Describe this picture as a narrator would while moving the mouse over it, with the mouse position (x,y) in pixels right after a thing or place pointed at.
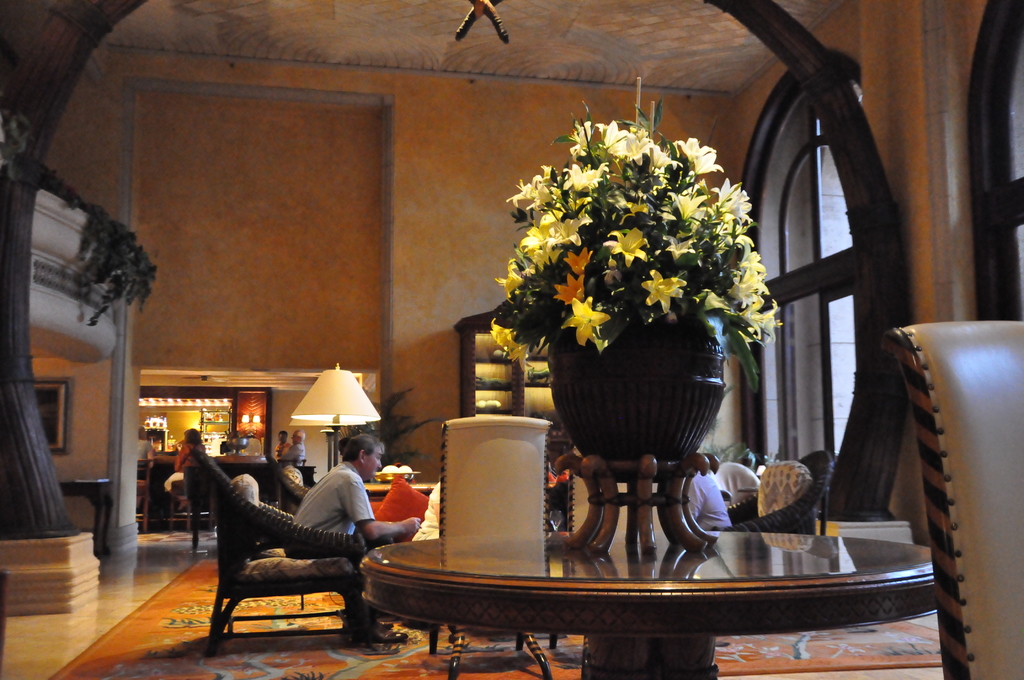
In the image I can see there is a flower vase (619,473) on the table (688,679), at the back (420,529) there are people (372,536) sitting on the chairs (303,481), also there is a lamp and shelf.
